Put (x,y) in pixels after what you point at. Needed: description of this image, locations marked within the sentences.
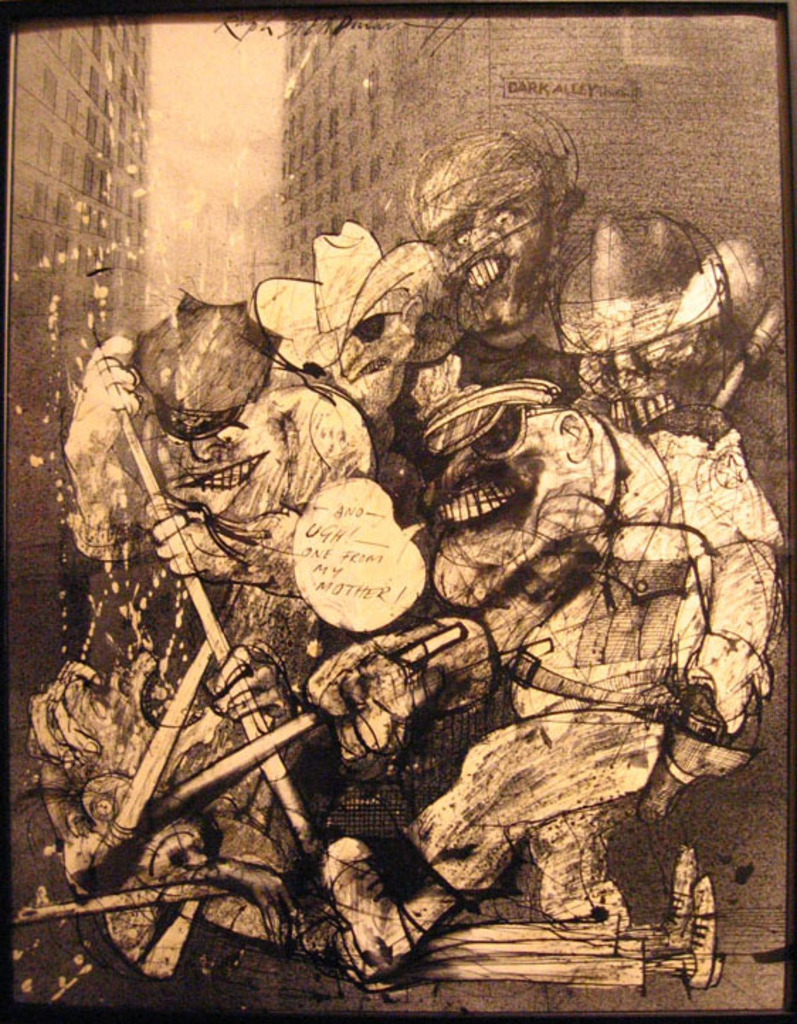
In this image there is a painting (484,709). There are people (461,680) standing on the land (585,995). A person (260,835) is lying on the land (631,993). Background (55,241) there are buildings (348,169). Right side (617,601) there is a person (434,678) holding the stick (330,712).
